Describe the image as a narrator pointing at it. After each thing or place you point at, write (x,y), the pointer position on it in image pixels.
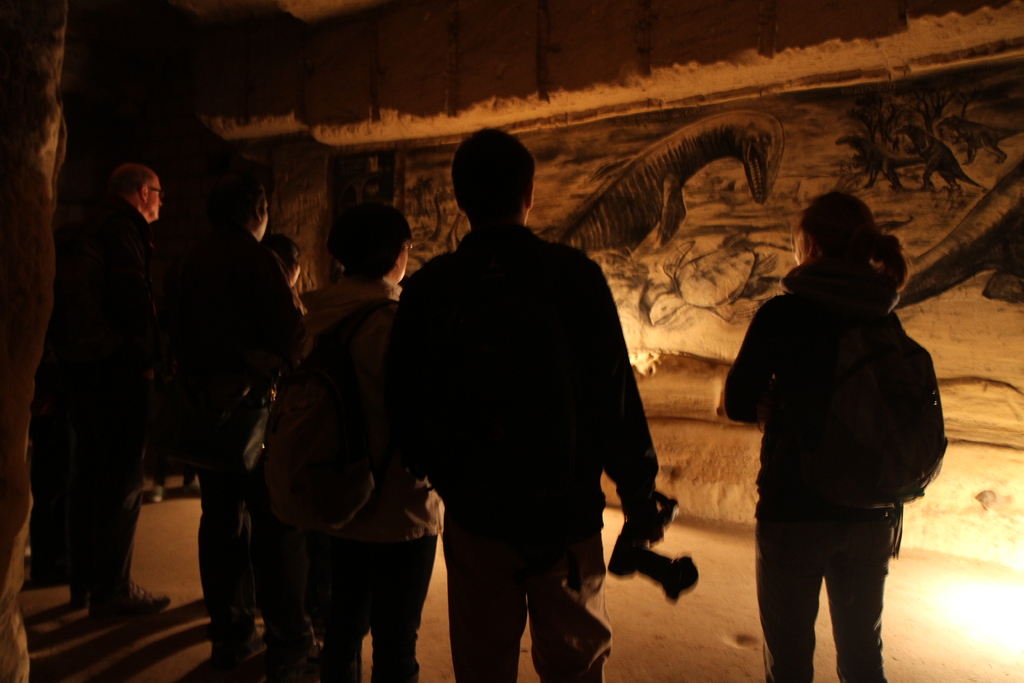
In this image there are group of people (451,423) who are standing on the floor (182,527) and looking at the wall (650,184). On the wall (640,184) there is an art (722,176). The man (495,231) in the middle (531,349) is holding the camera (673,578). On the right side (1006,595) bottom there is a light (975,607).
